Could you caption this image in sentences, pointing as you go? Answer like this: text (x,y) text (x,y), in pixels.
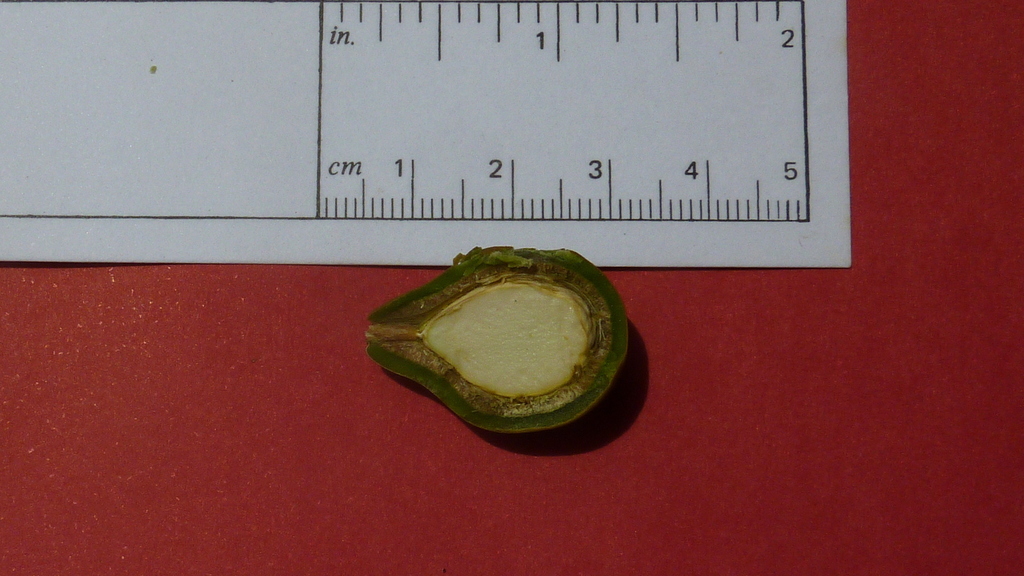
This image consists of a paper (427,183). And there is a cut fruit (379,325) in the middle (471,323).
